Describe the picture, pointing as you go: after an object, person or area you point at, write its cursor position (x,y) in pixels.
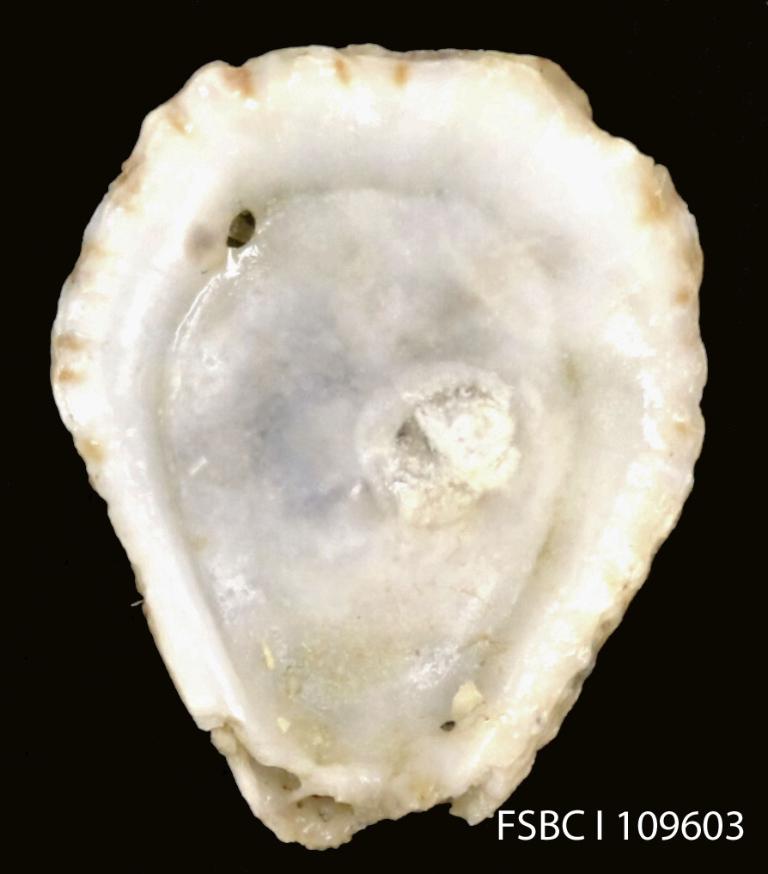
In this image, in the middle (451,355), we can see a oyster (513,256). In the background (578,10), we can see black color.
